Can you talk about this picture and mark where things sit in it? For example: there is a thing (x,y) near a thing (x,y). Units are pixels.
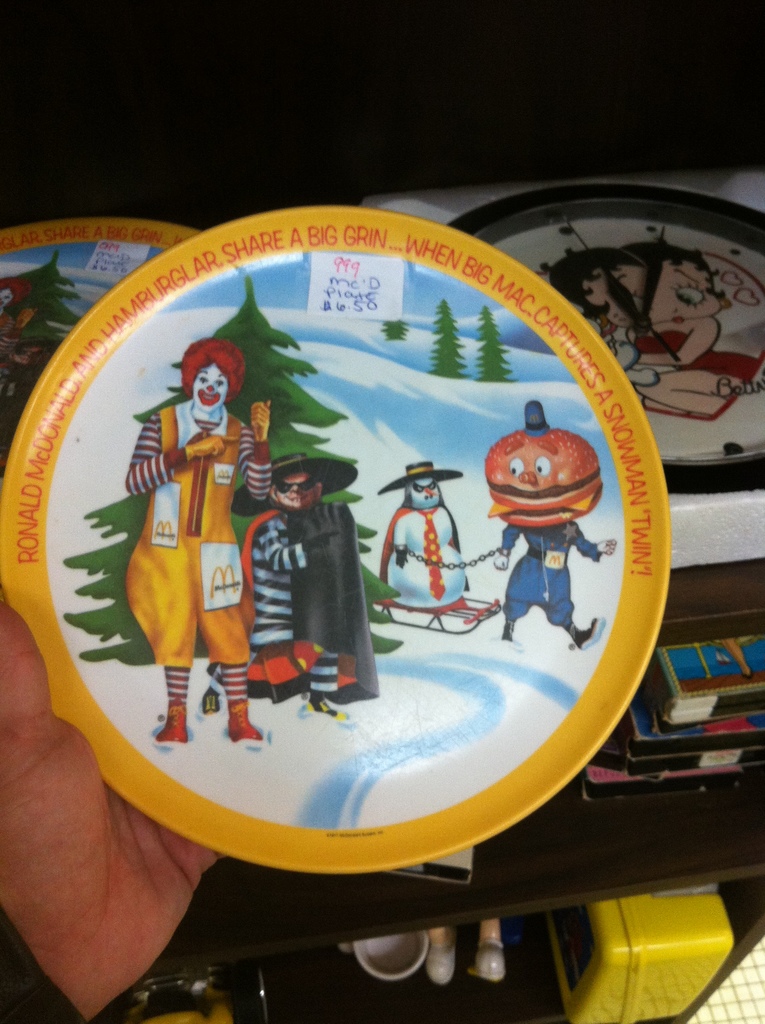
In this image there is a plate (306,367) with paintings (308,372) on it is held in a person's hand (81,755), behind the plate (269,689) there are a few other plates (30,288) and some other objects (645,748) on the wooden cupboard (581,821).
